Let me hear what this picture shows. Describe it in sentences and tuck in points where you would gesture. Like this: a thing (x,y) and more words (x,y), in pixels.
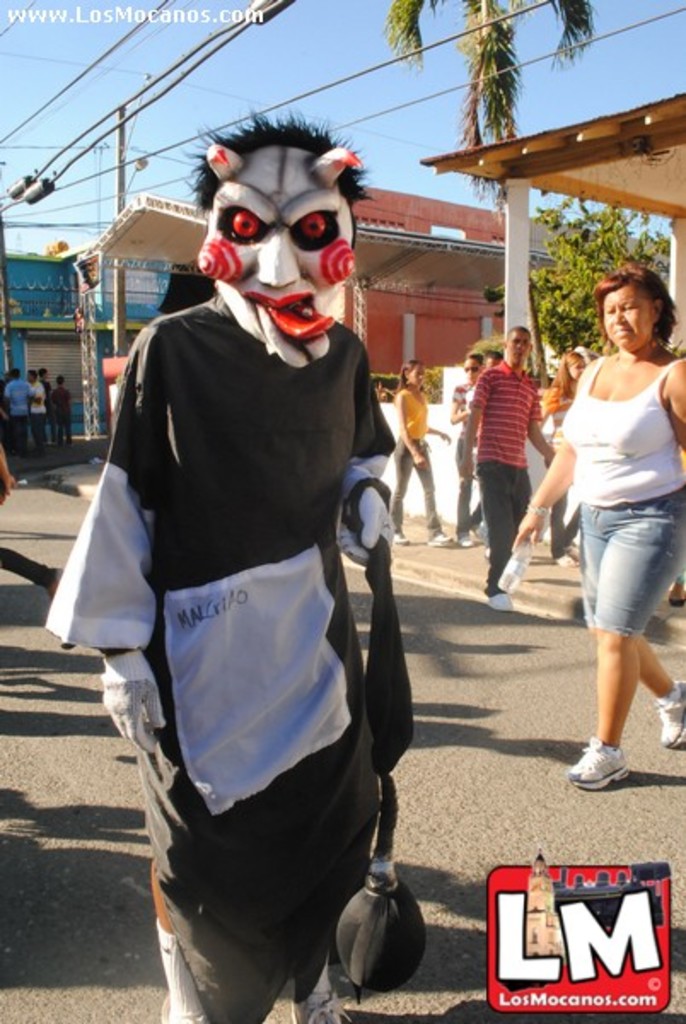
Front this person (280,459) wore a mask (266,339). Background (659,401) there are people (647,398), buildings (527,233) and trees (595,249).
